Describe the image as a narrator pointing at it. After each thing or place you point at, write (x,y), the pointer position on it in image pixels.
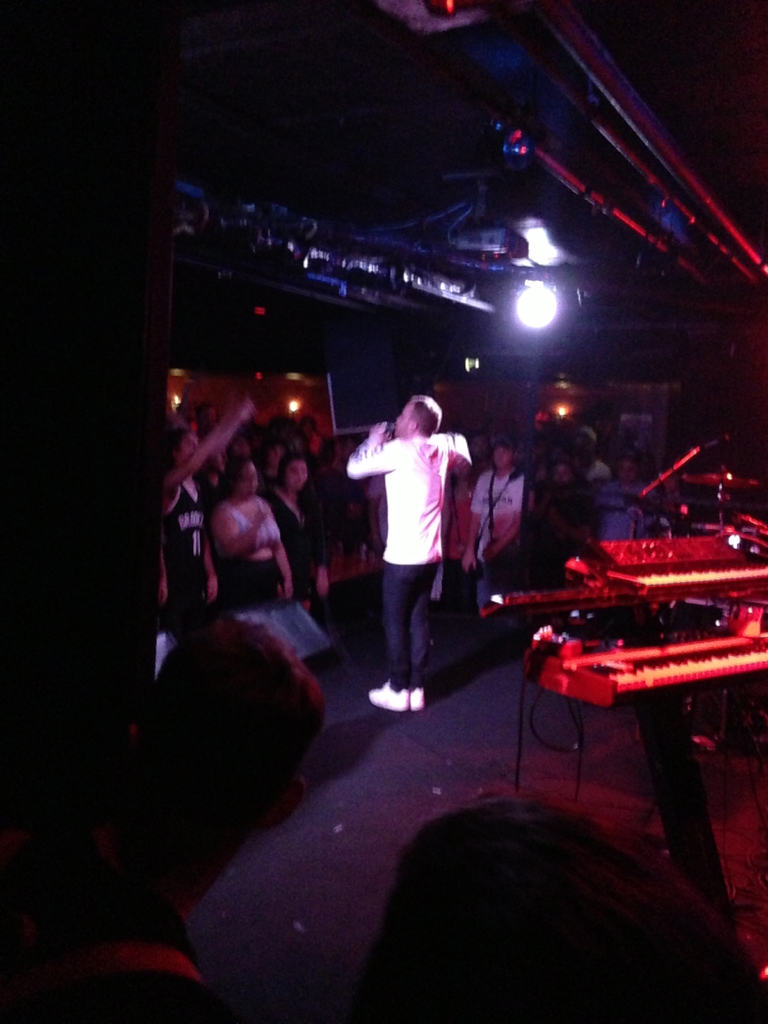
In this image In the middle (415,539) there is a man (415,565) he wear white shirt (405,489), trouser (404,629) and shoes (405,695) he is singing. On the right (662,591) there is a piano (652,659). In the background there are some people (238,442) and light (543,317).
